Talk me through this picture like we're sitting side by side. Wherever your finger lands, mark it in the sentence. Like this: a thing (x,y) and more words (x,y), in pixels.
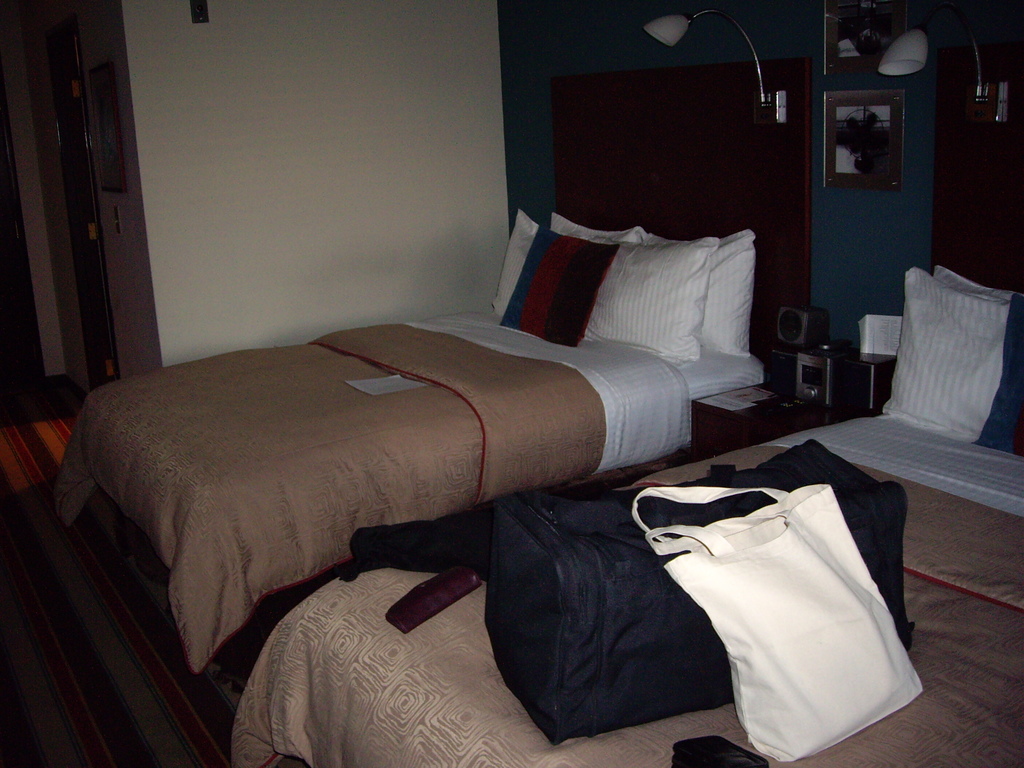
This picture shows two beds (441,468) and two bags (664,580) on the bed (374,739) and we see couple of pillows (739,251) on both the beds (884,434) and we see a picture (873,56) and a light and we see a paper (367,382) on the bed (381,397).
